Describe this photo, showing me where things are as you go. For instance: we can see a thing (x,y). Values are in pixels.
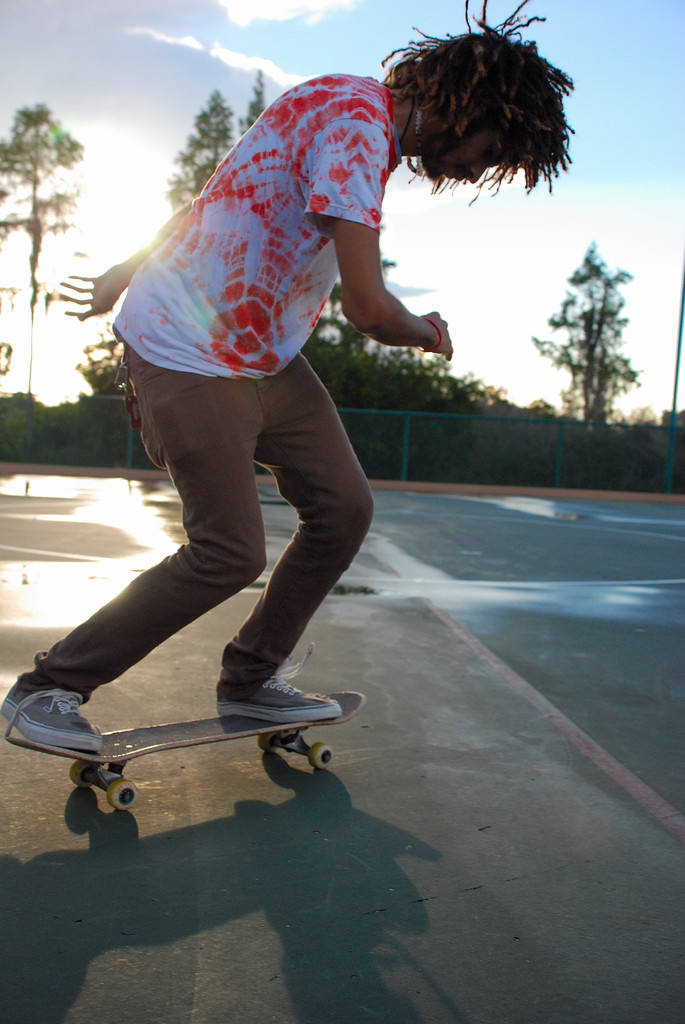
In this image there is a man (154,316) skating on the ground (403,761). There is a skateboard (192,735) below his legs (208,544). Behind him there is a fencing (101,413). In the background (389,364) there are trees (323,362) and plants (24,396). At the top (230,39) there is the sky (552,50).
